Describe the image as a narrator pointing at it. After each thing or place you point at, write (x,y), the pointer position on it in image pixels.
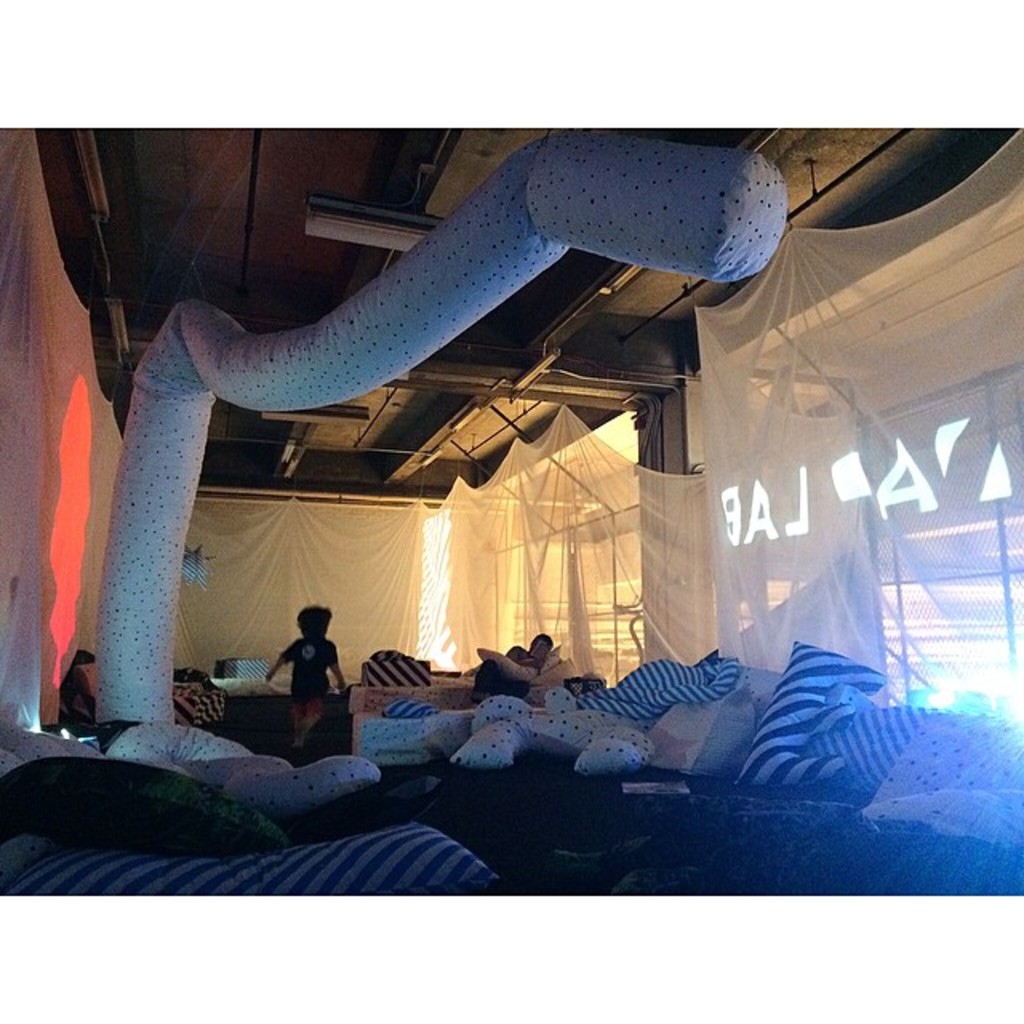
In this image we can see the shed (662,434), in the shed (504,582) we can see there is the person (305,662) running and the other person (523,688) lying on the bed (438,699) and there are pillows (706,736) and curtains (779,372). And there is the cloth (429,317) with balloon shape attached to the ceiling (324,257).
